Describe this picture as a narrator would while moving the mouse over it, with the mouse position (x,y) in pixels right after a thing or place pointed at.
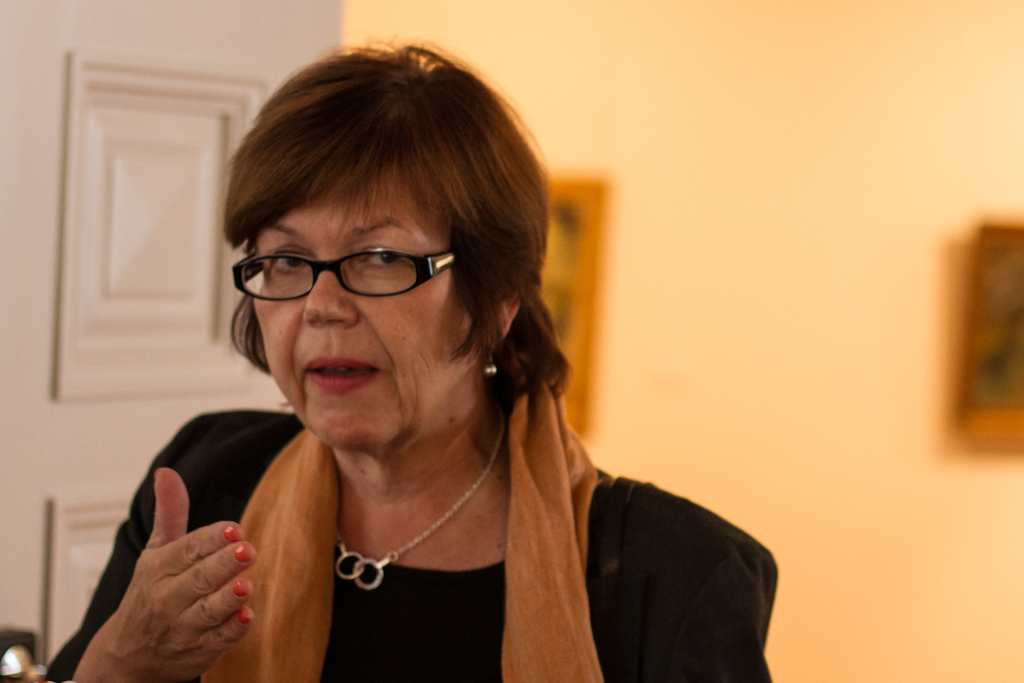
In this image a lady (438,544) is standing wearing a scarf (512,507) and glasses (379,271). In the background (159,272) there is door (264,38). On the wall (831,342) there are photo frames (565,273).
